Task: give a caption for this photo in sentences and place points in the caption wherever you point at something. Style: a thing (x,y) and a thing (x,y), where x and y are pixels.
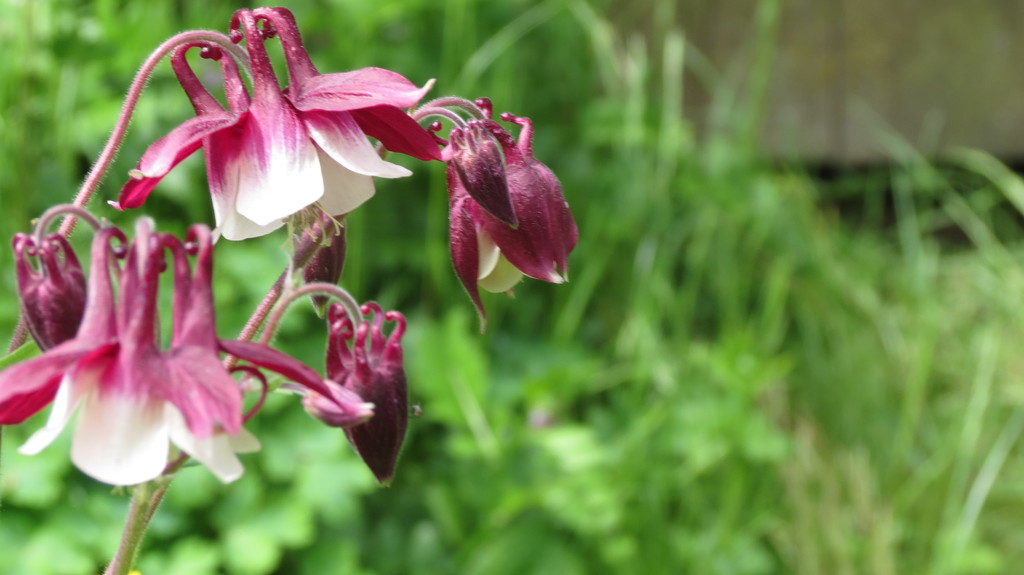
In this picture we can see flowers (269,118) and in the background (668,301) we can see plants (662,181) and it is blurry.
